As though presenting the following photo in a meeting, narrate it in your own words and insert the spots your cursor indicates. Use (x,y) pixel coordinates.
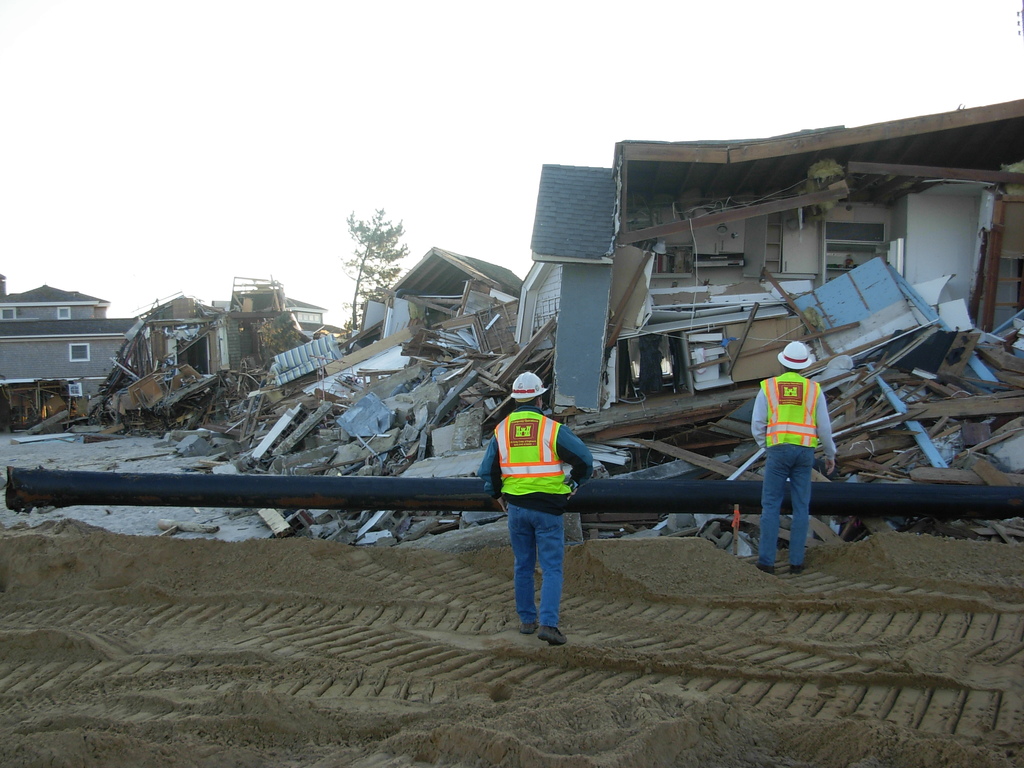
This image is taken outdoors. At the bottom of the image (204,636) there is a ground (422,693). In the middle of the image (392,371) there are a few collapsed houses (493,372) and there is a tree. Two men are standing on the ground (796,741) and there is a pipe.
